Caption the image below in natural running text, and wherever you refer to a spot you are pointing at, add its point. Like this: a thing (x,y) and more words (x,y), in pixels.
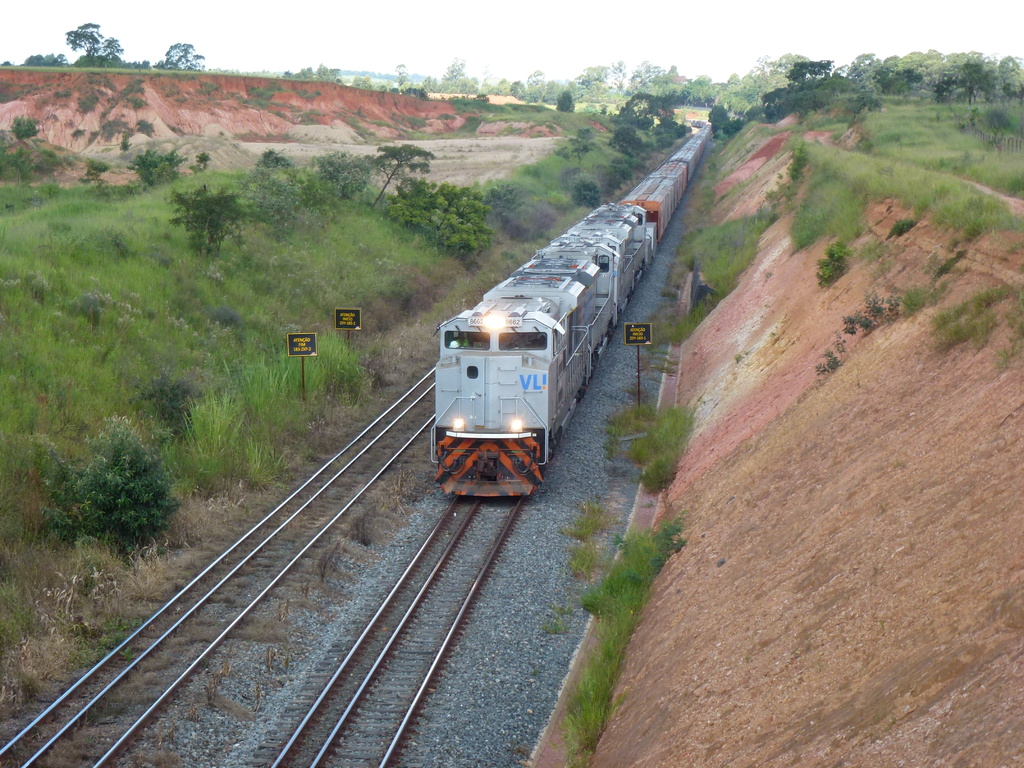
In this picture there is a train (532,301) in the center of the image (618,275), on the tracks (437,526) and there are poles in the image and there is greenery (1009,72) in the image.
